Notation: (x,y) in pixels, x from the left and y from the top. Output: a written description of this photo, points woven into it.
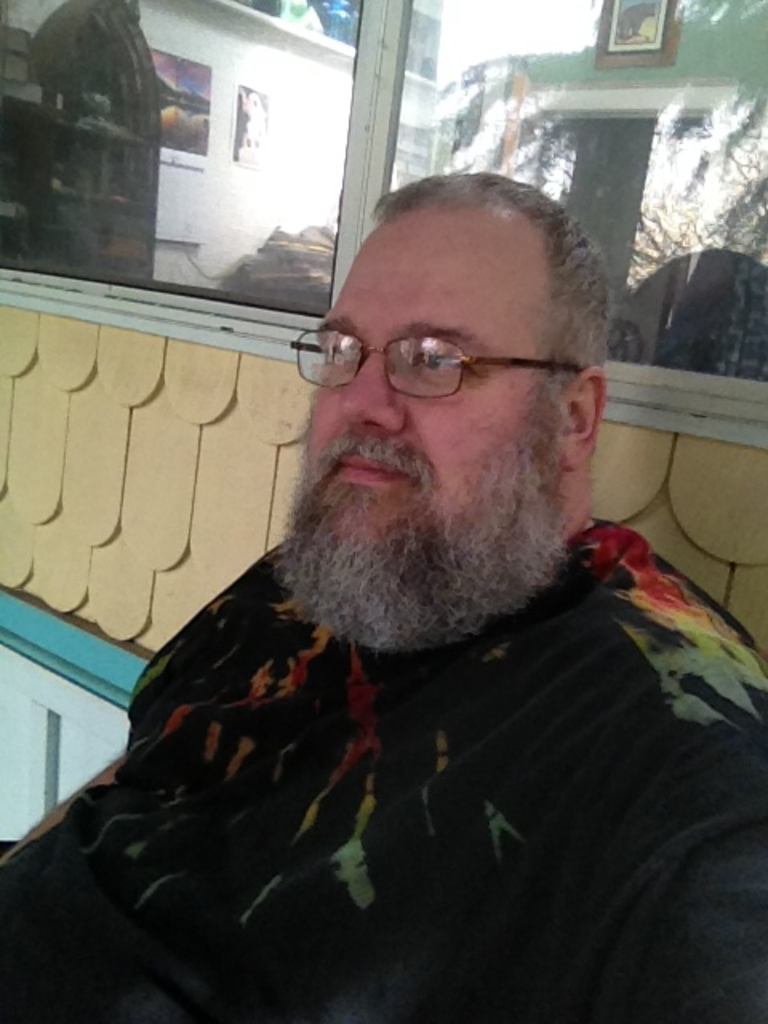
In this image in the foreground (380,651) there is one person (356,585), and in the background (225,507) there is a wall (215,475) and a glass window (607,135). Through the window (340,87) we could see some photo frames (657,25) and some objects (125,107).
